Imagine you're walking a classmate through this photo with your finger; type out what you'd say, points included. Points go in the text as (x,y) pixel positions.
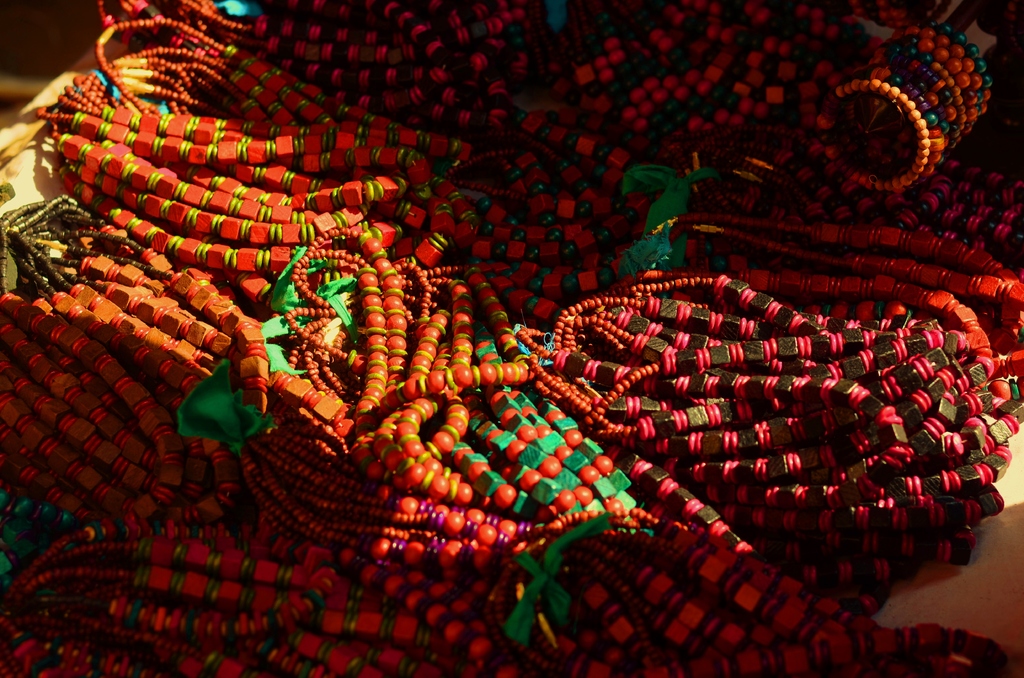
In this picture I can observe wrist wear (672,315). There are green, black, red and orange colors in this picture.
